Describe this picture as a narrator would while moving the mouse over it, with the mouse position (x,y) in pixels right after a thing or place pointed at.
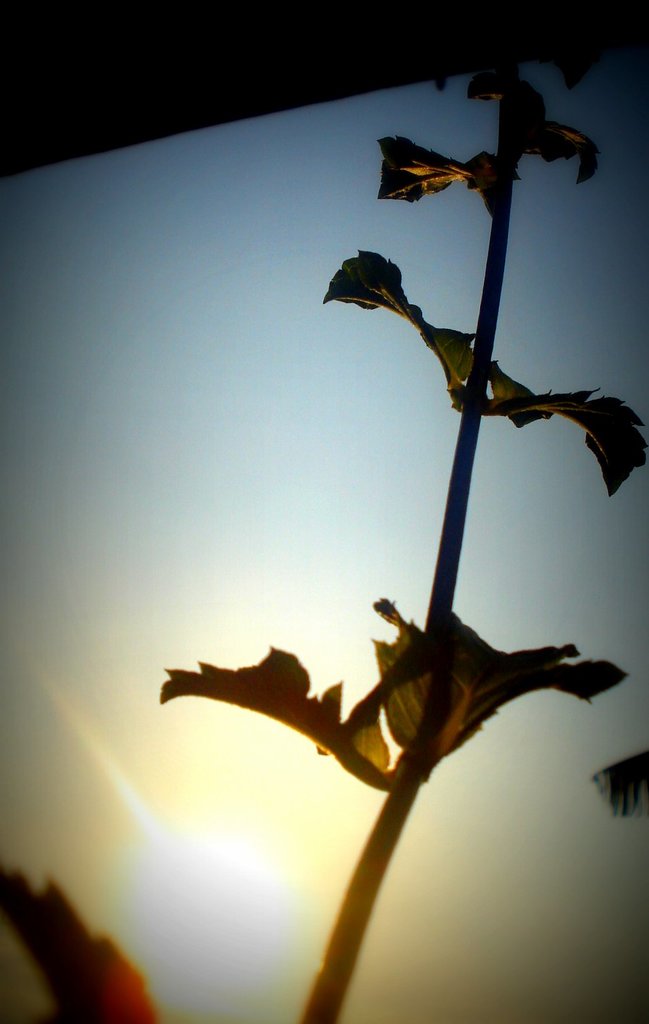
In this image I can see a plant (506,658), the sky (273,374) and the sun (248,915). To the top of the image (167,84) I can see the black colored object (167,84).
